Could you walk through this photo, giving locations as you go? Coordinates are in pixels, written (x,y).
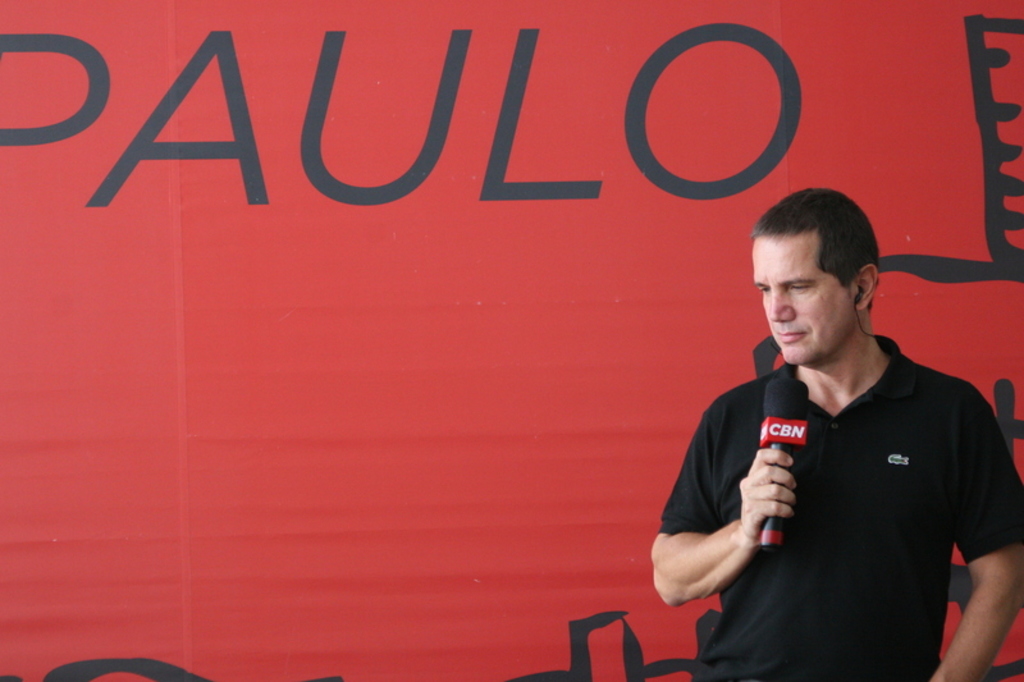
In this image I can see the person (773,476) with the black color dress (727,458) and holding the mic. I can see the red color background (177,368) and something is written.
